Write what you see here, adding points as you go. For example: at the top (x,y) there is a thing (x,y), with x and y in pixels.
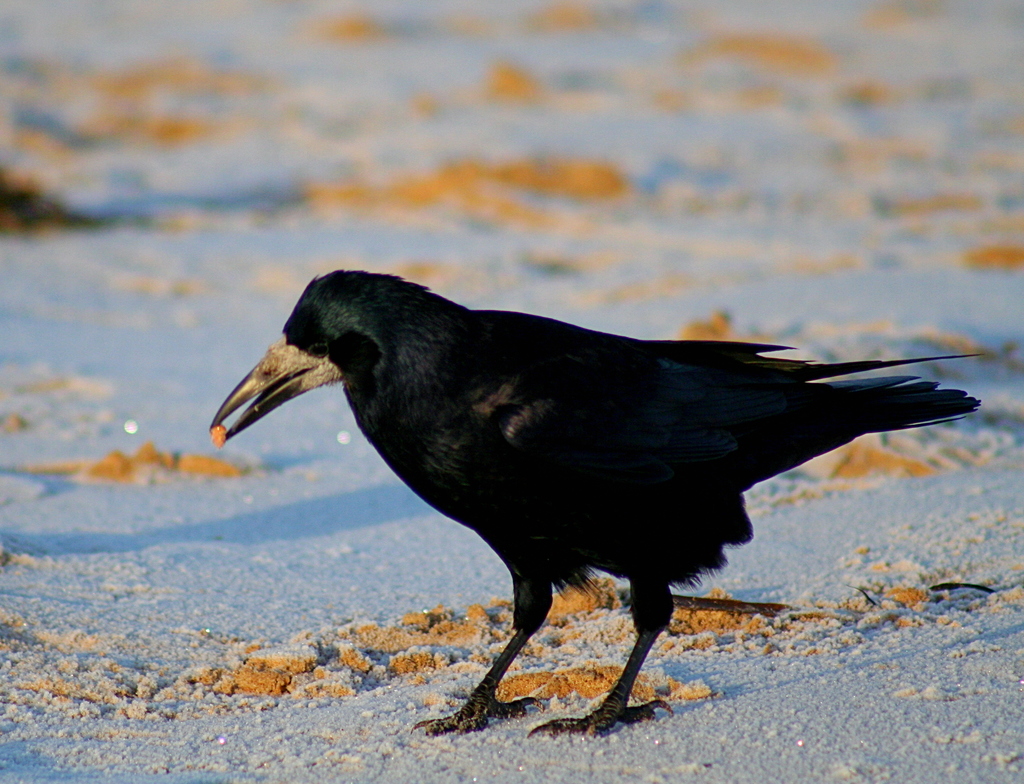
In this picture we can see a black crow (698,516) standing on the path (307,552). This crow (540,381) is holding an orange object (214,439) in its beak (248,419). Background (235,455) is blurry.
